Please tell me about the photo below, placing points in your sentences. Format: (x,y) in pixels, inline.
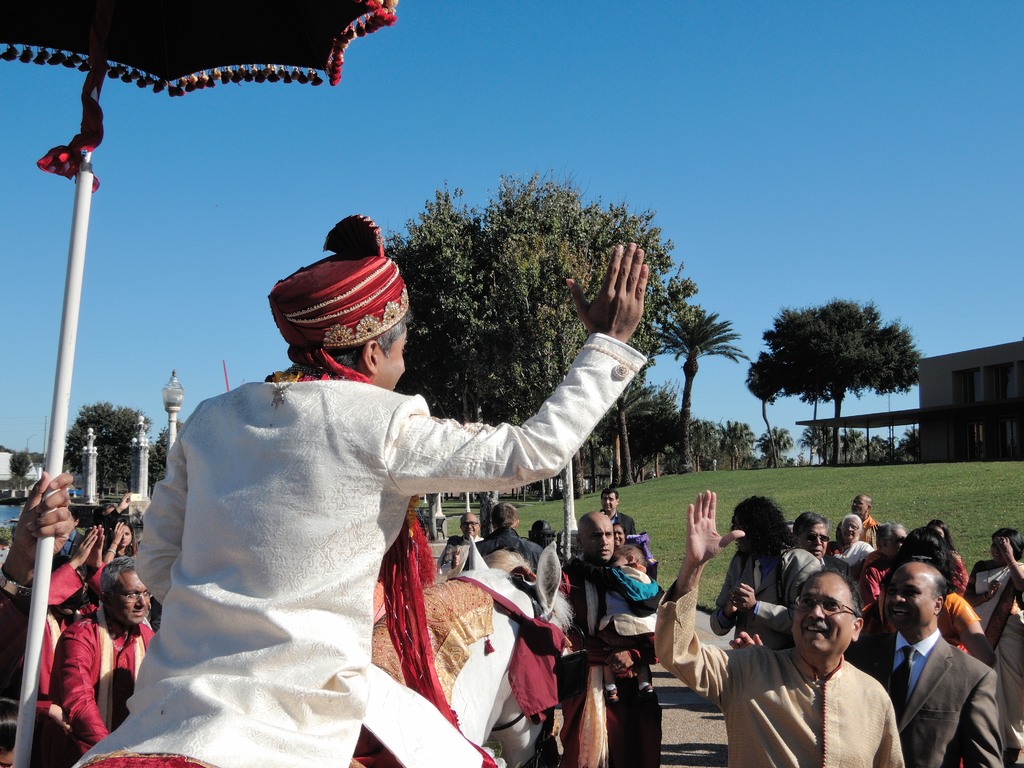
In the image we can see there are many people (640,637) standing and they are wearing clothes (771,613). Here we can see a person (325,601) sitting on a horse (507,636), here we can see the umbrella (118,48), grass (914,477), trees (518,385), pillars (96,451), building (913,412) and the sky (792,265).
